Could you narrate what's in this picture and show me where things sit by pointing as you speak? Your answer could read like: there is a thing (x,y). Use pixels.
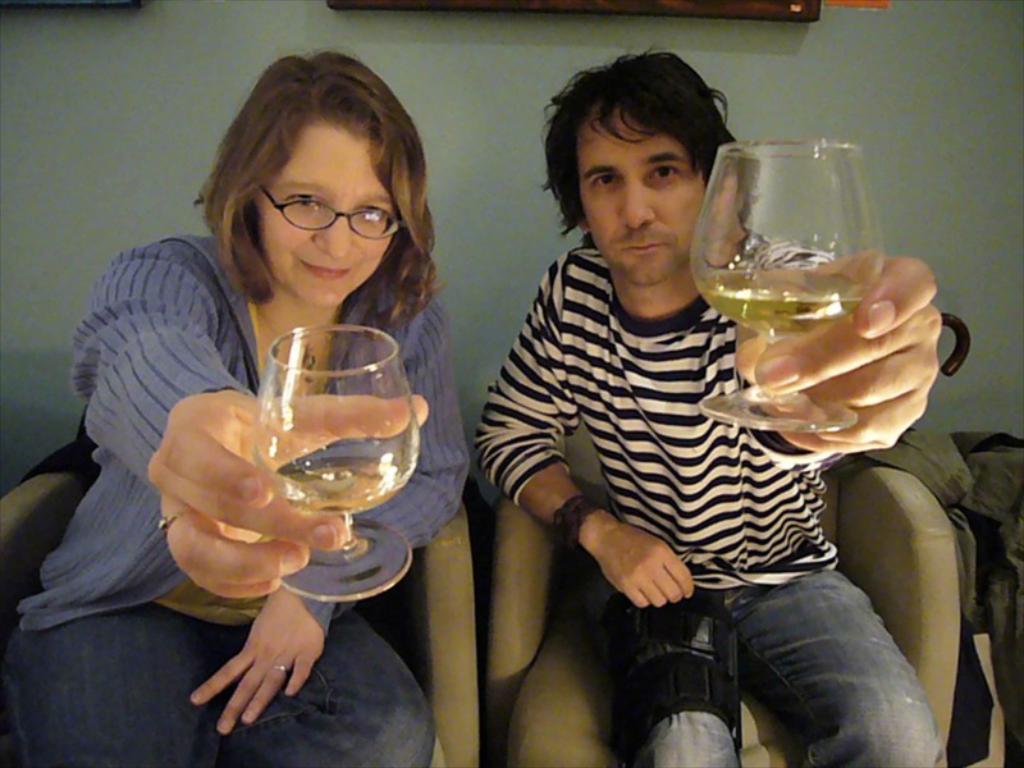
There is a man (607,464) and woman (440,413) in the image. They are sitting on the chairs (458,571) holding a wine glass (390,533) in their hands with wine (369,491) in it. The man (541,338) is wearing a white T-shirt (553,335) with black stripes (627,494) on it and a wristband (570,500) too. The woman (425,400) is wearing a top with blue cardigan (197,346) on it and jeans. She is wearing spectacles (268,200). In the background (199,152) there is a wall (139,106).
